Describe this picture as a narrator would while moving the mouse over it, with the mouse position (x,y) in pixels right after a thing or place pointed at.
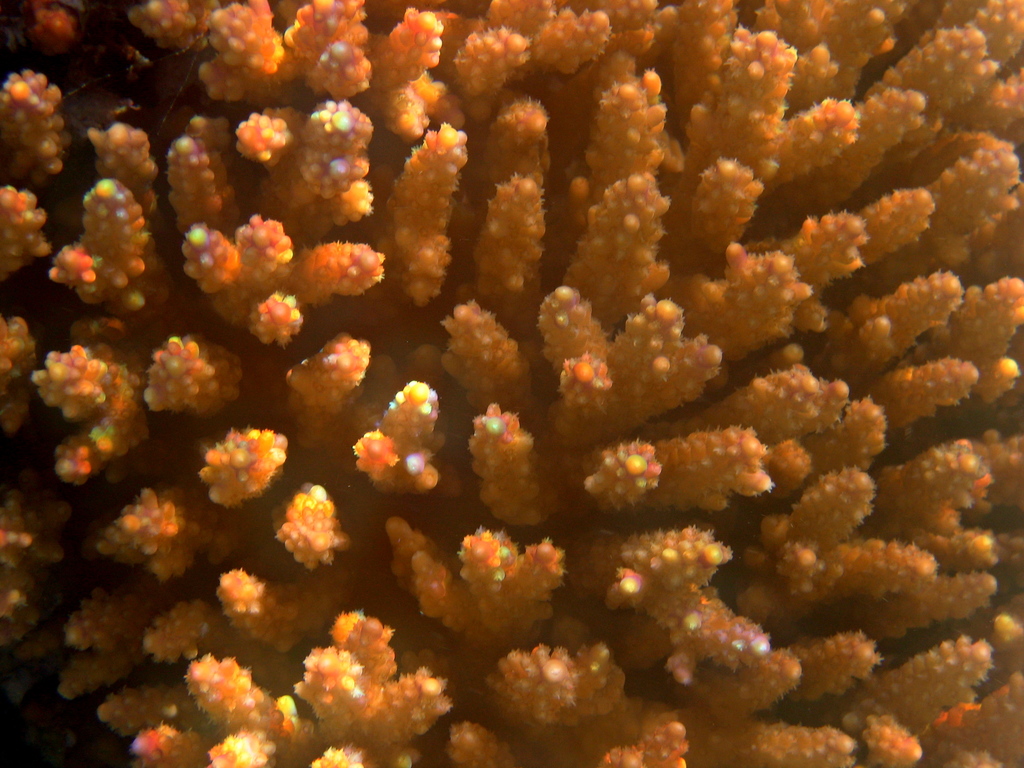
These are corals (707,506).
